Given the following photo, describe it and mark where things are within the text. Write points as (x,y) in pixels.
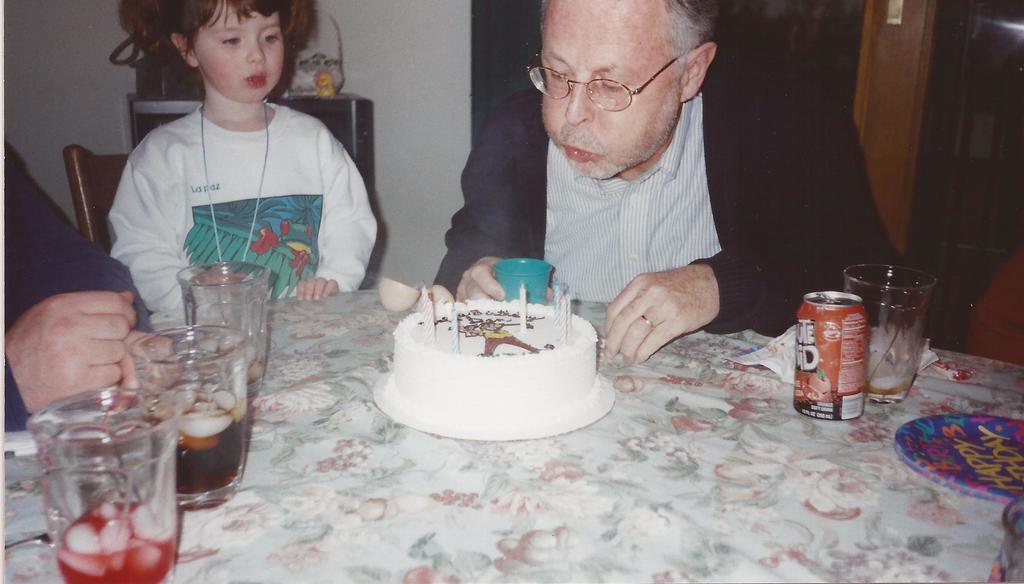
In this picture I can see there is an old man (766,284) sitting on a chair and he is blowing the candles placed on the cake (514,370) and the cake (520,396) is placed on a table (793,489), there is a girl (205,170) next to him and there is another person (107,298) next to the girl (224,212). There are few tissues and plates (541,432) placed on the table (706,552) and in the backdrop (344,23) there is a door (882,90) and there is a wall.
